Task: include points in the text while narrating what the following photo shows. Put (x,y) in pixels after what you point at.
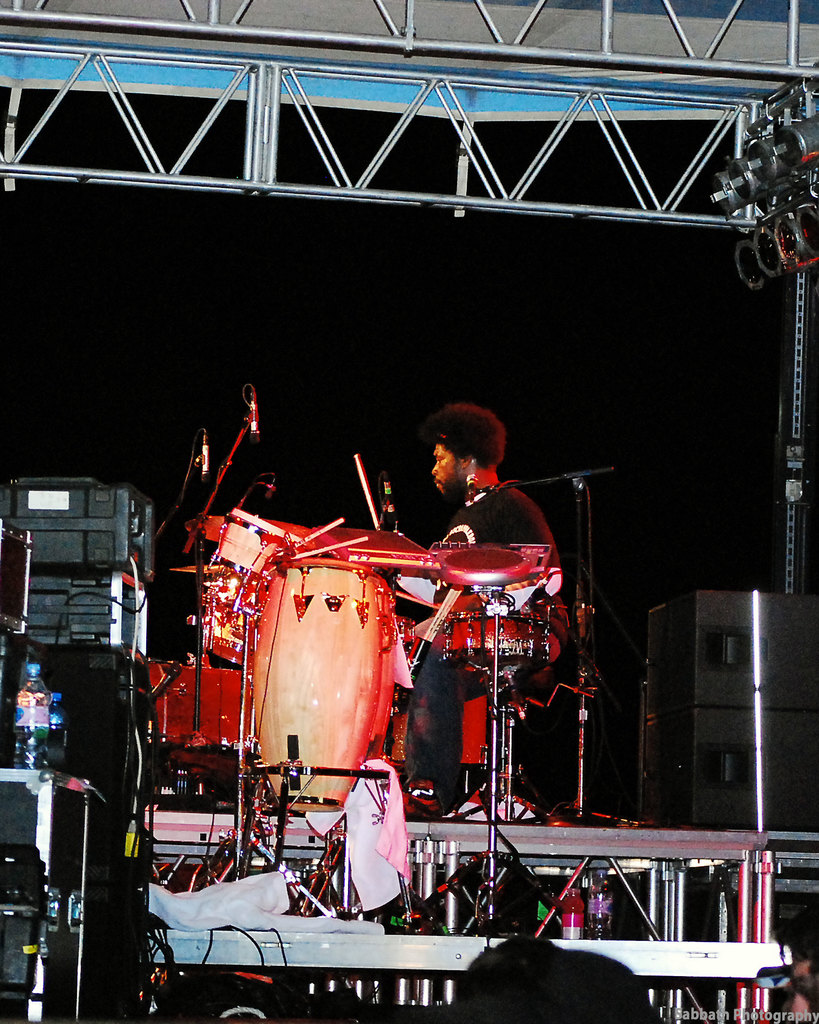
In this picture there is a man (530,524) sitting on the chair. There is a mic (388,524). There are some musical instruments (343,560) and bottle (40,716).
